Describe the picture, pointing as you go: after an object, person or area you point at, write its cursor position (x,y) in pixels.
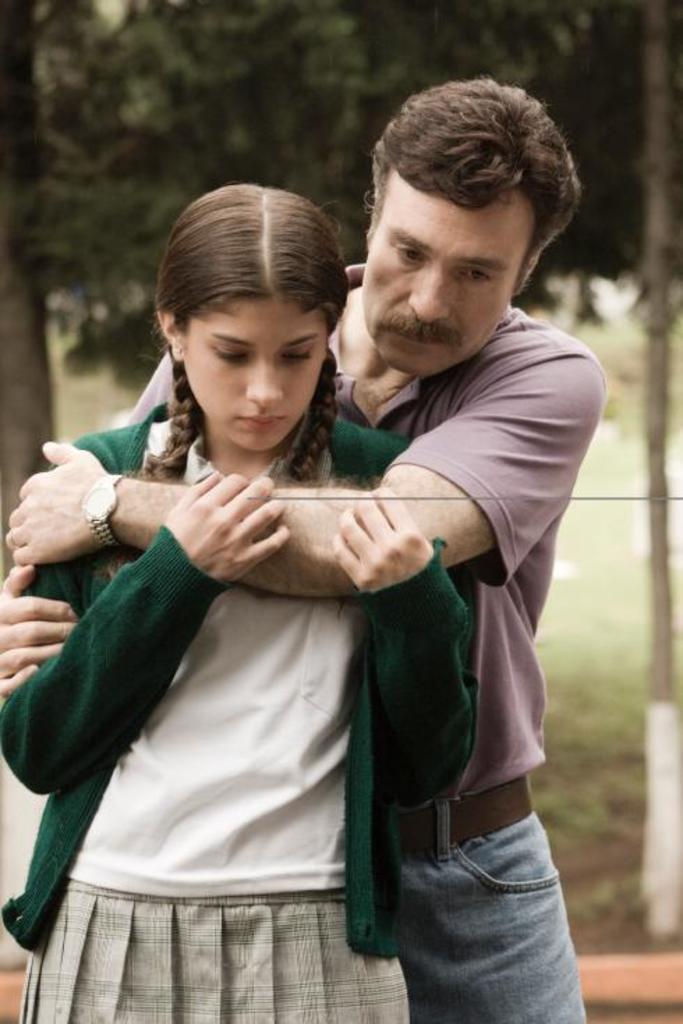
In the picture we can see a man (562,204) holding a girl's shoulder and the girl (136,857) is also holding a man's hand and behind them, we can see a grass surface (572,771), tree (21,295) and a pole (662,899).
